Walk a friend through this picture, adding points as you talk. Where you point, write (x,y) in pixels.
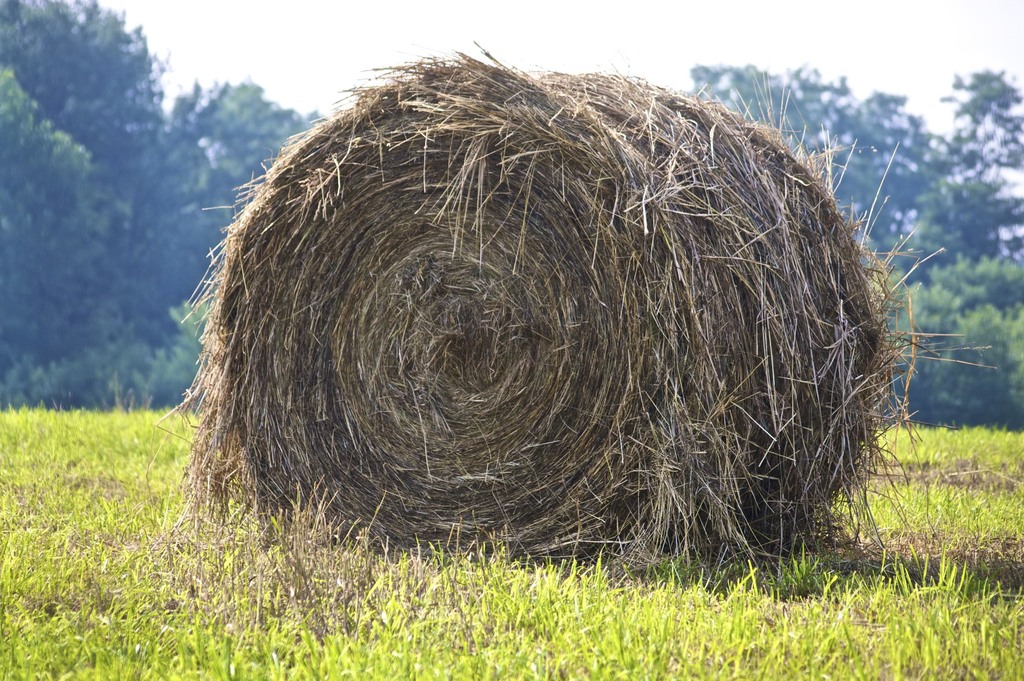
This image consists of trees (43,150) in the middle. There is grass (396,663) in the middle (452,333) and bottom. There is sky (576,43) at the top (386,39).
